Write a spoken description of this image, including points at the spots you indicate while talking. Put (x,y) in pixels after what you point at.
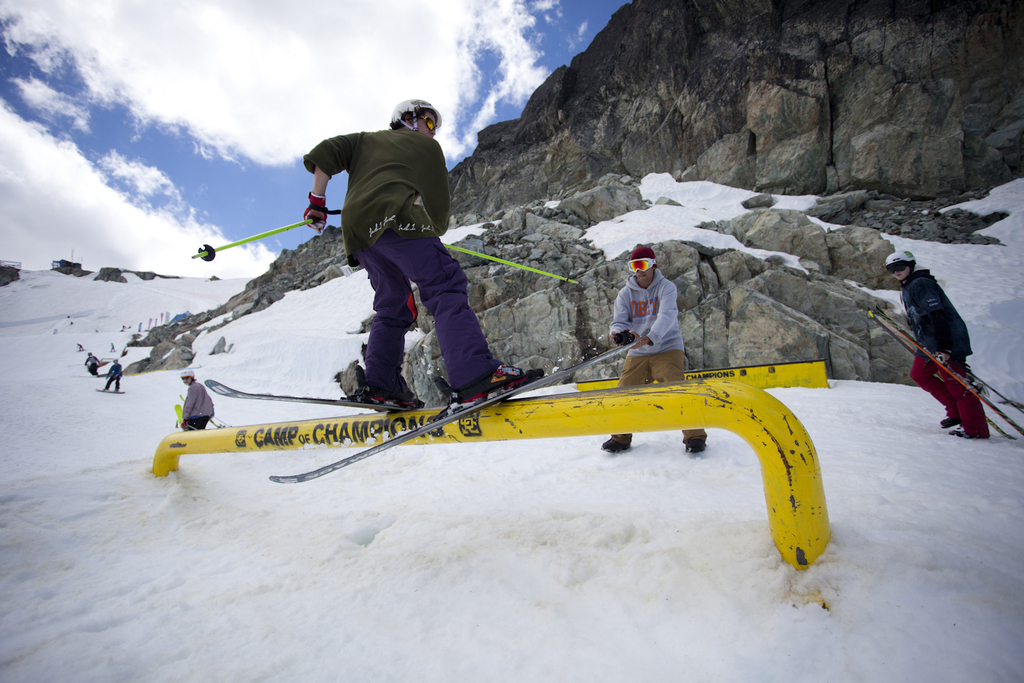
In this image, I see a person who is on the ski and he is on the rod (700,382) and the land (508,483) is covered with the snow (77,646). In the background (661,304) I see few people (658,309) and there is a rock mountain (1016,118) over here and the sky (37,83).
